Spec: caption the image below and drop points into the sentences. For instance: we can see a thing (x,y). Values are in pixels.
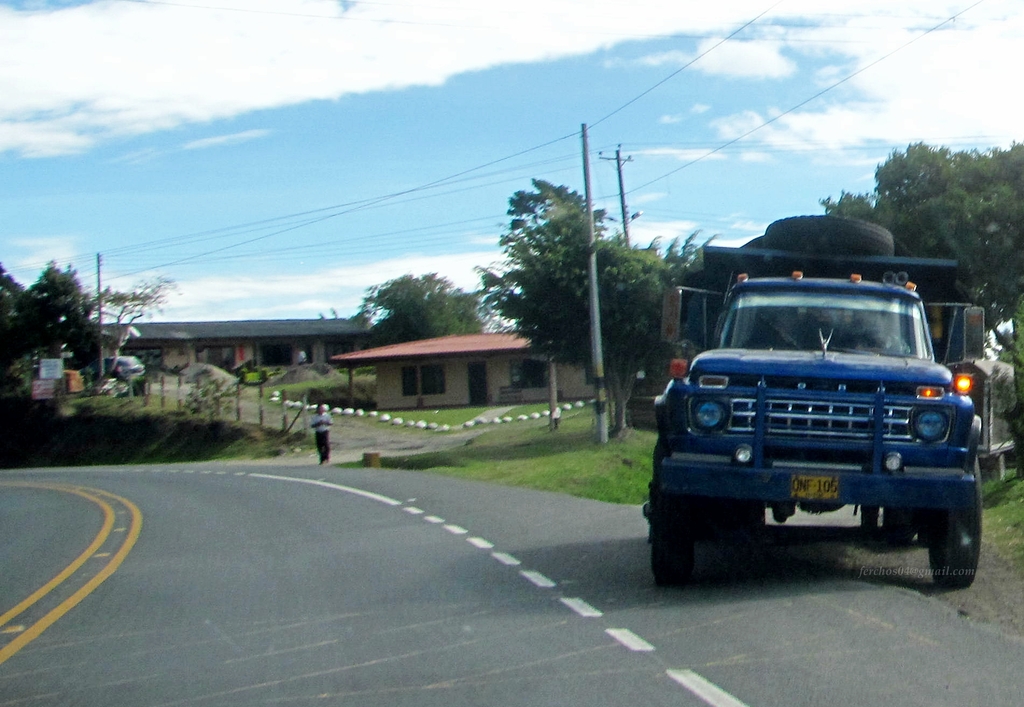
In this image we can see vehicles (931,463), trees (119,316), houses (270,360), poles (597,401), boards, road (119,589) with lines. Here we can see a person (322,431) is standing. Top of the image (324,60), there is a cloudy sky (357,156) and wires (363,209).
